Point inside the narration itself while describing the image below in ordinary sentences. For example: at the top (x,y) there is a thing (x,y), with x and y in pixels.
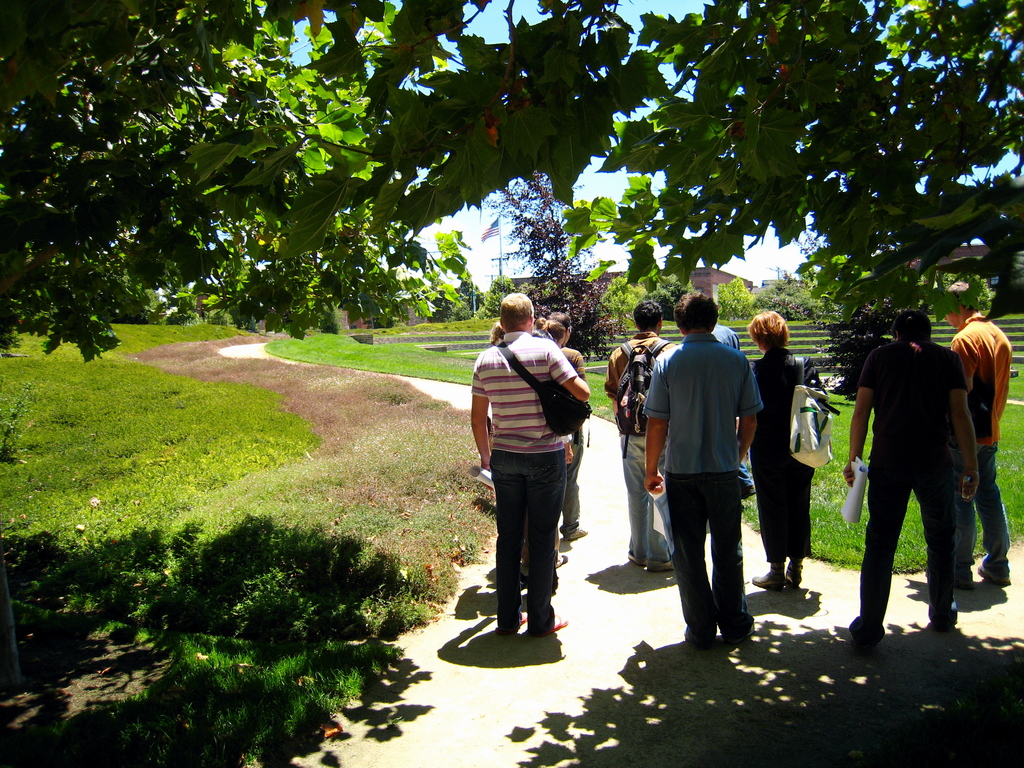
In this image we can see persons (939,565) from the backside who are standing on the ground (820,600). In the background (127,338) we can see bushes (151,596), grass (313,427), trees (293,150), flag (492,231), flag post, buildings (728,285) and sky (482,219).
